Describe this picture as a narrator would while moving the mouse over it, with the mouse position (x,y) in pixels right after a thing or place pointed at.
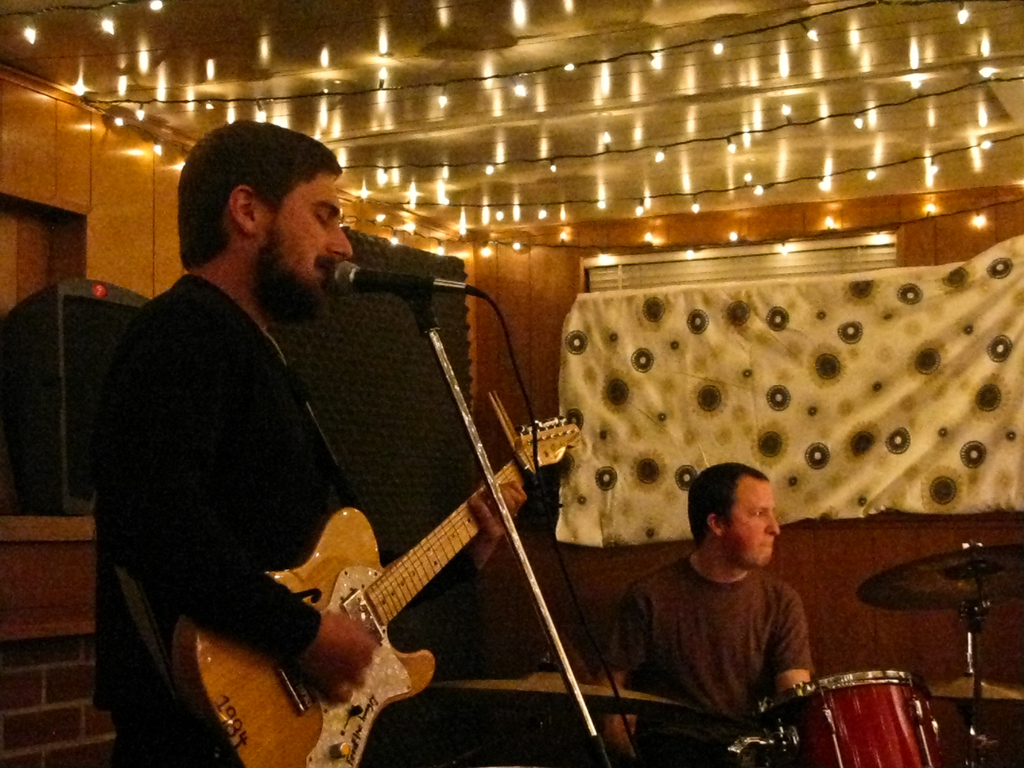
In this picture there is a man (249,553) who is playing a guitar (351,612). He is standing and singing. There is also another man (724,605) who is sitting on the chair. There is a drum (821,711) there are some lights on the roof (555,181). There is an object (84,359) at the background (53,348). There is a cloth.
